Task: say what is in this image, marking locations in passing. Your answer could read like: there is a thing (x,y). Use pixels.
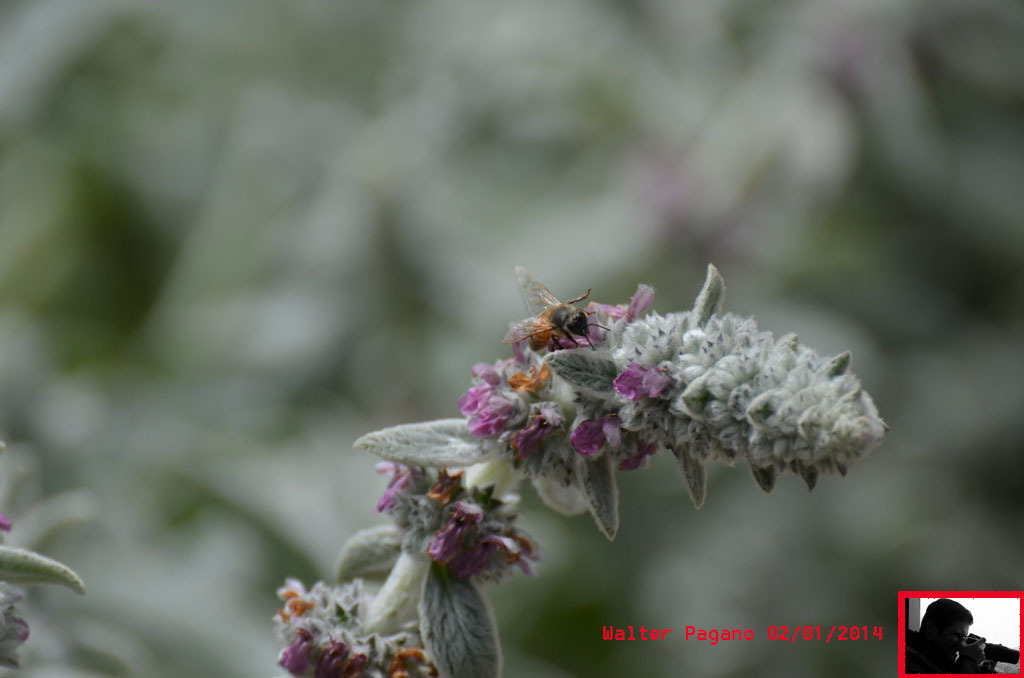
This image consists of a honey bee (566,331) sitting on a flower (589,433) or a plant (583,400). The background (444,409), is blurred.
